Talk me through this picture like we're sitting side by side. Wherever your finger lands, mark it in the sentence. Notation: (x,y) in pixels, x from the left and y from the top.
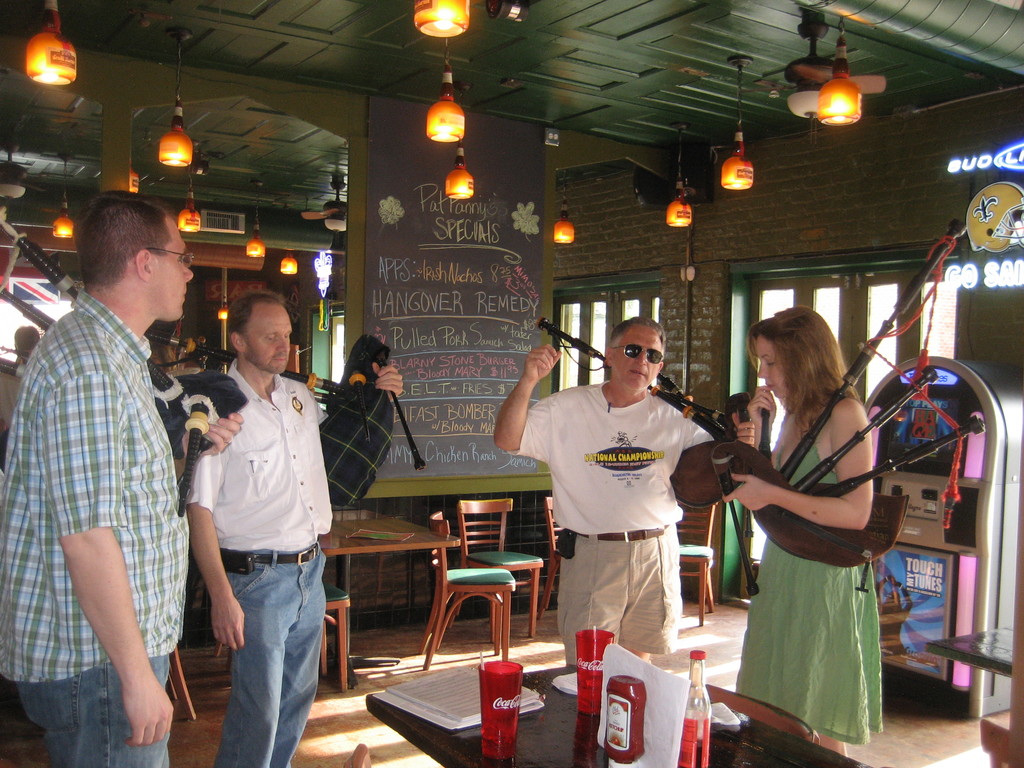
These persons (83,437) are standing and holding bagpipes (846,487). On top there are lights (56,44). These are windows (643,307). On this table (451,742) there are cups (612,637), books (473,678) and bottles (693,736). We can able to see chairs (441,551) and tables (355,546).
